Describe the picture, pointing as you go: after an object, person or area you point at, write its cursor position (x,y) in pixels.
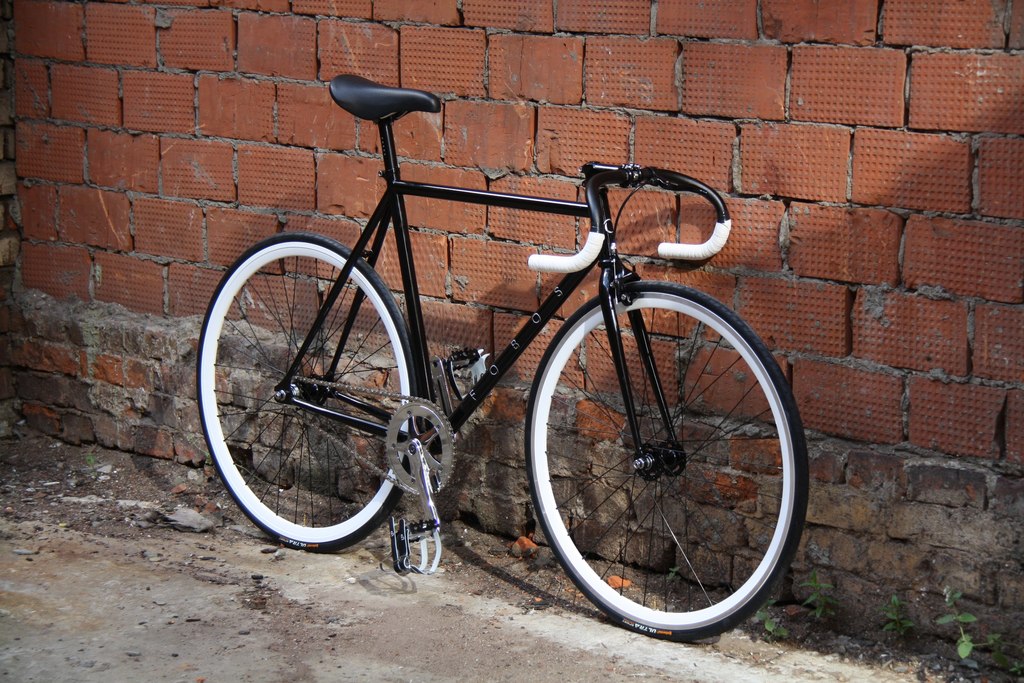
In this picture there is a bicycle (568,326) and there is text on the bicycle (426,486). At the back (125,292) there is a wall (816,176). At the bottom (935,682) there are plants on the ground (296,579).
